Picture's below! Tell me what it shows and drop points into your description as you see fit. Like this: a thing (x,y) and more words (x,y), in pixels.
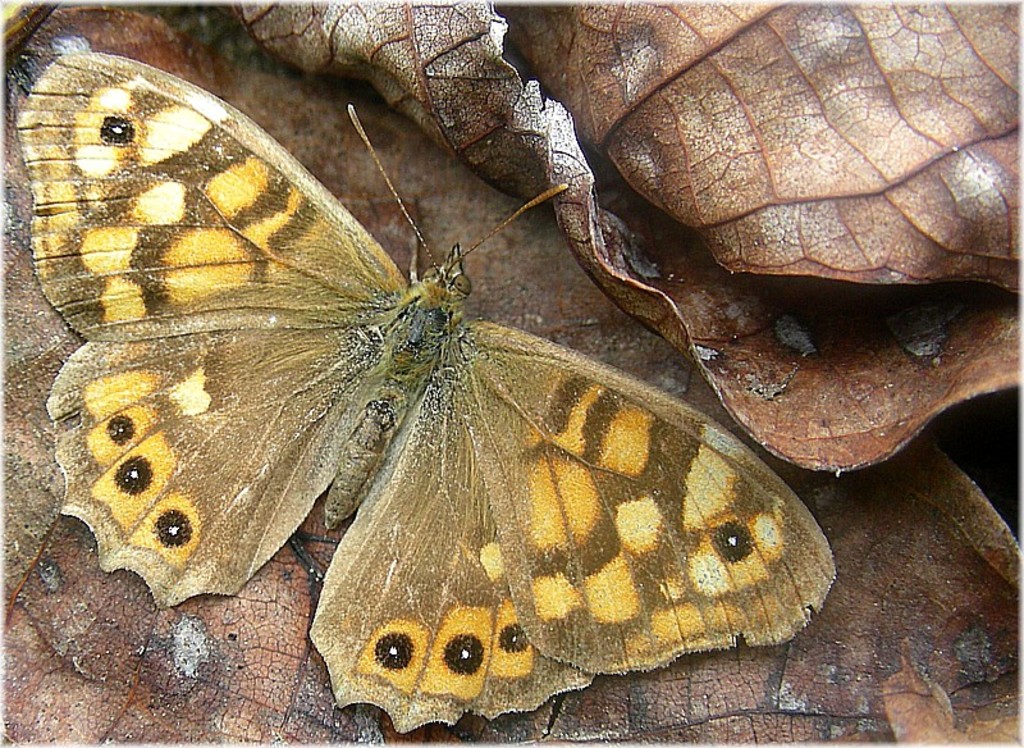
In this image we can see butterfly (466,429) on the leaves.
